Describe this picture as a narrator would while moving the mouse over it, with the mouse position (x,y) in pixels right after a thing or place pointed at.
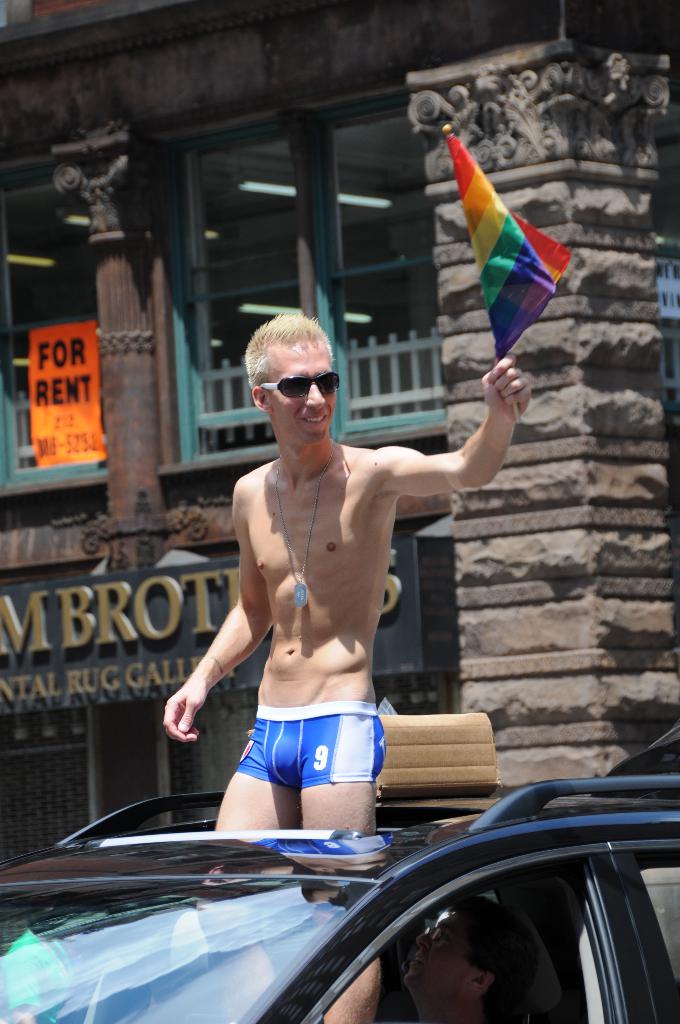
In this image i can see a person (314,522) wearing glasses (304,394) and holding a flag (558,251) in his hand (521,389) standing in a car (285,894), and i can see a person (436,927) sitting in the driver seat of the car (421,915). In the background (166,363) i can see few board (77,338), a building (371,139) and a pillar (539,421).
